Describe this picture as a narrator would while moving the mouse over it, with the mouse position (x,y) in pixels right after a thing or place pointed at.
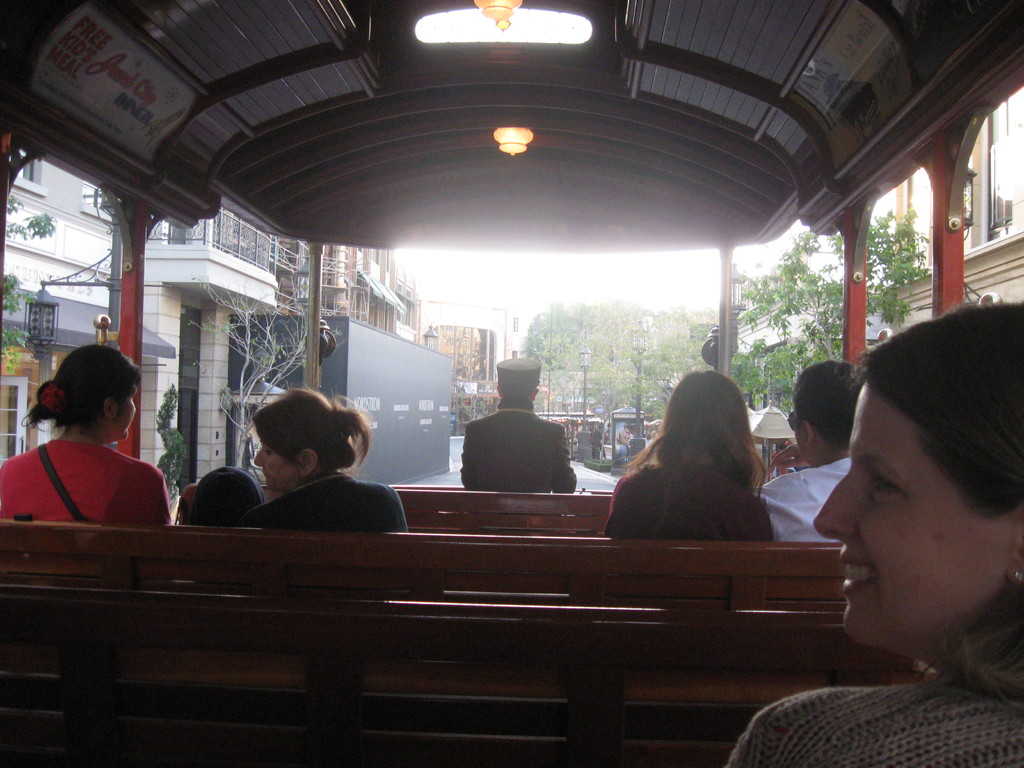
This image is taken in a bus (306,114). In the middle of the image (518,447) a few people (513,464) are sitting on the seats (817,549). At the top of the image (314,64) there is a roof (610,111) and there are a few lights (519,128). There is a board (138,75) with a text (145,119) on it. Through the windows (204,336) we can see there are a few buildings (994,208), trees (611,354) and poles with street lights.
